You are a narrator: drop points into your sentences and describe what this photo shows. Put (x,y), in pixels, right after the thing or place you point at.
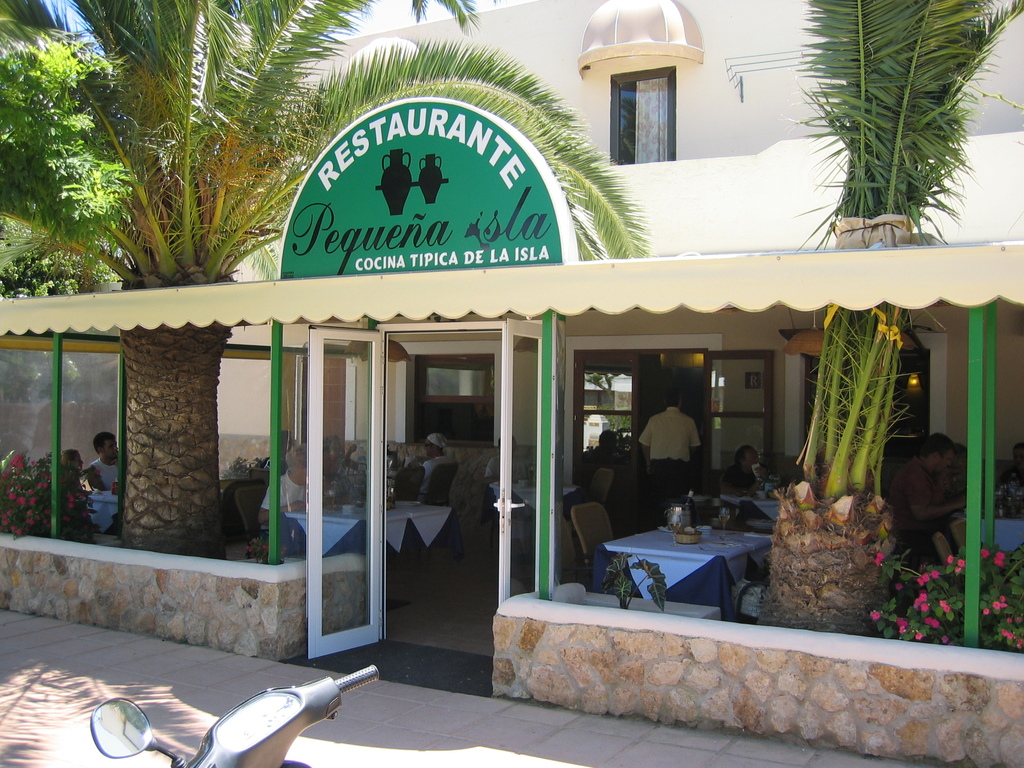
In this image we can see a house (533,318) with windows (491,422), roof (368,308) and a door (516,434). We can also see some tables (408,531) and some people (434,438) sitting on the chairs (409,484). Outside the house (550,430) there is a motorbike (126,721) parked aside. We can also see some plants (937,581) and trees (209,500).
